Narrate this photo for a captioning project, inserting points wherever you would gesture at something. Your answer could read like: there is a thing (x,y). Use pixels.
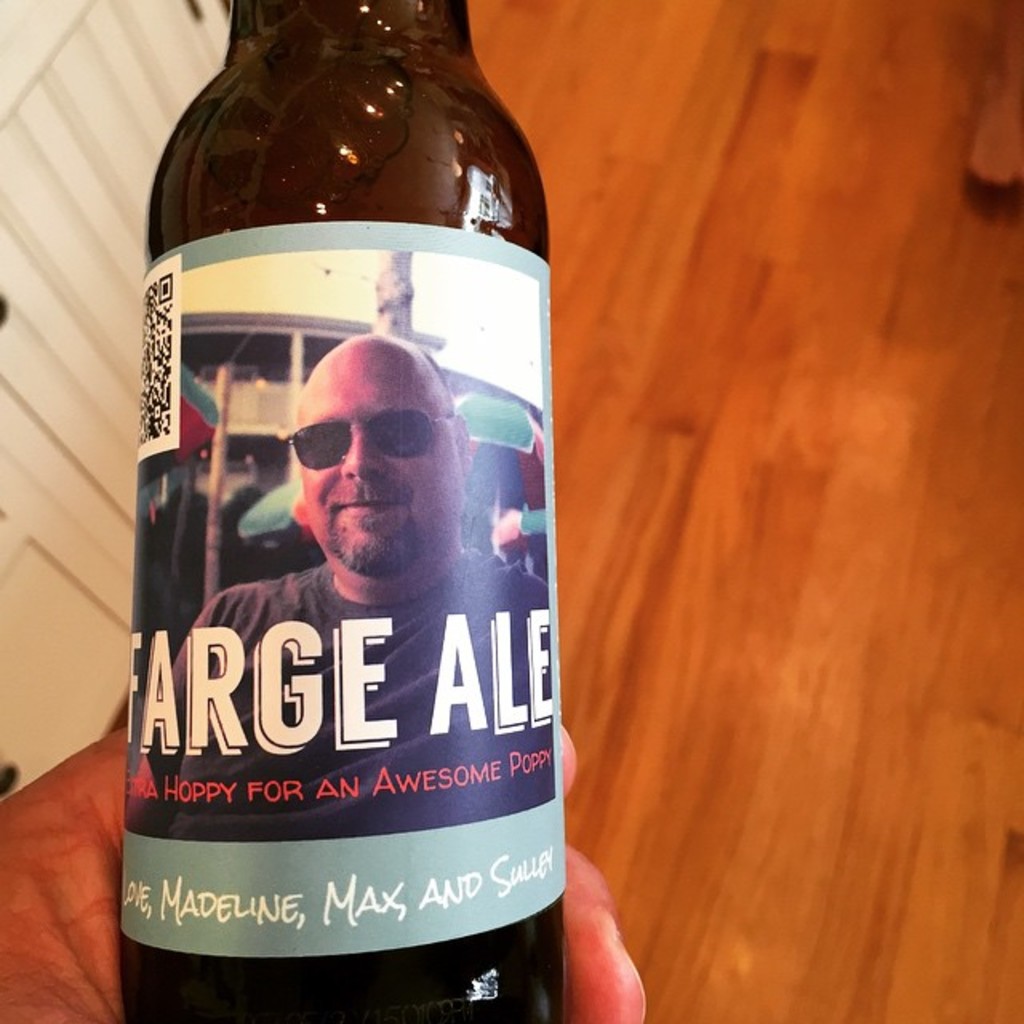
In this image a person (21,796) is holding a bottle (416,885) in his hand (66,881). Bottle (268,819) is having a label (464,514) having a picture (403,517) of a person (331,515) and some text (475,701) on it. There is a wooden floor (844,552). Left side (110,105) there is a wall (112,282).
